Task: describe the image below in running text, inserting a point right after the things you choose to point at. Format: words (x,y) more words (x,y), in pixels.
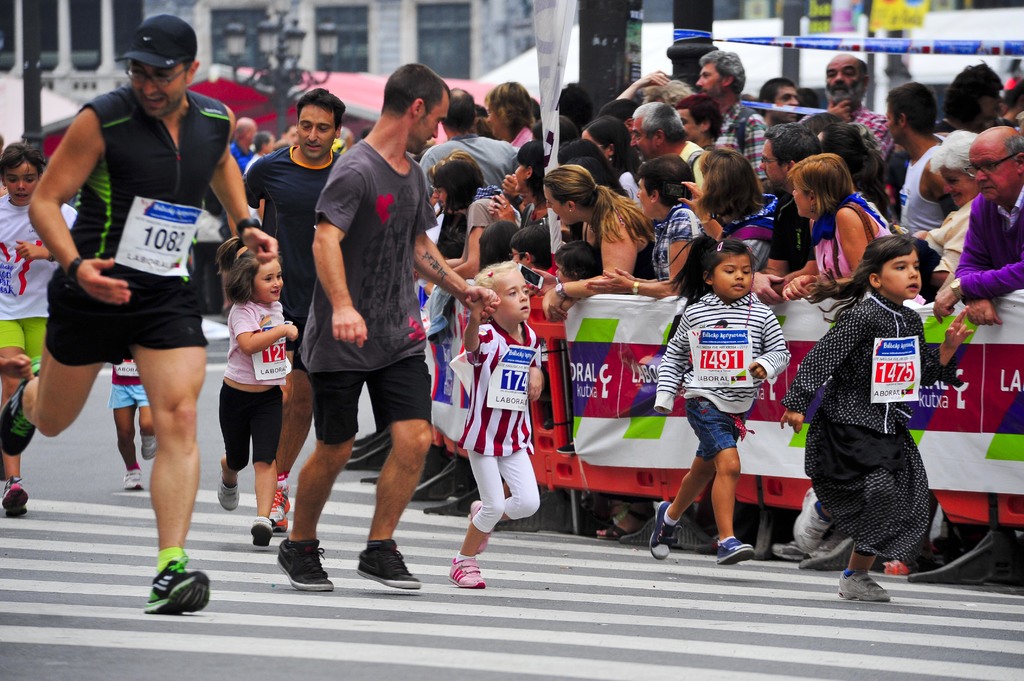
In this image I can see few people (412,177) on the road (108,392) in a marathon with kids (244,349) and I can see a group of people (650,112) standing and watching and I can see a building (346,64) behind them.
